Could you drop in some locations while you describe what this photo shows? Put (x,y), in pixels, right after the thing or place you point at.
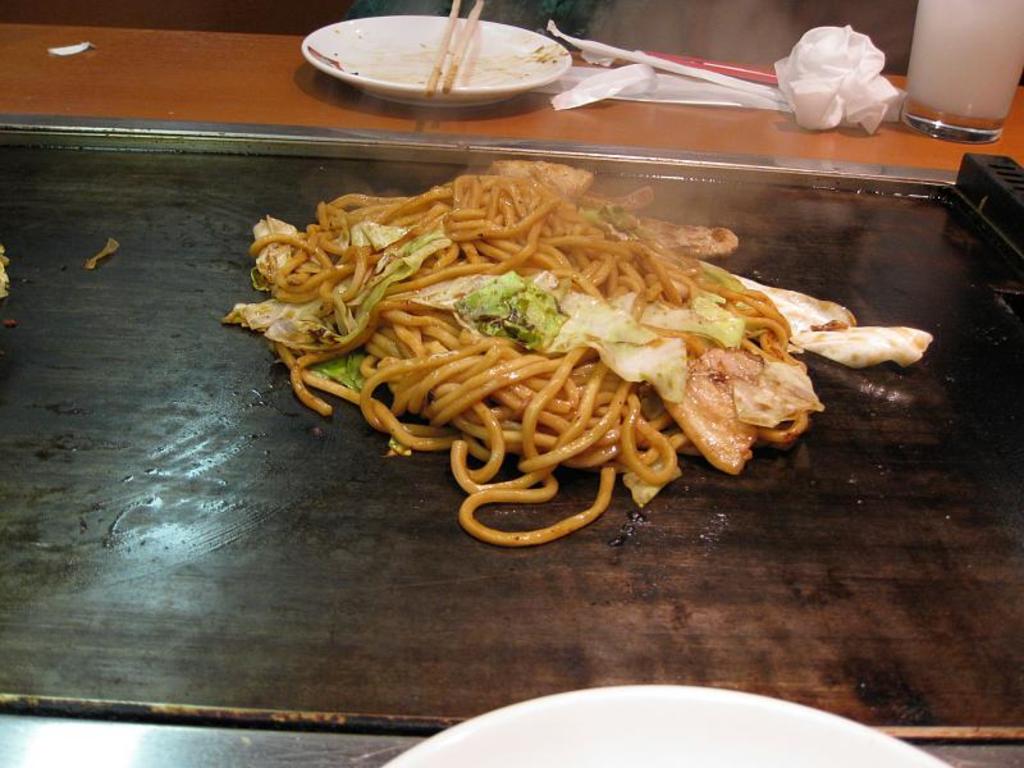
In the center of the image (603,288) there is a food item (395,294). On top of the table (11,76) there are plates (524,82), tissues (844,109) and a glass (946,118).
